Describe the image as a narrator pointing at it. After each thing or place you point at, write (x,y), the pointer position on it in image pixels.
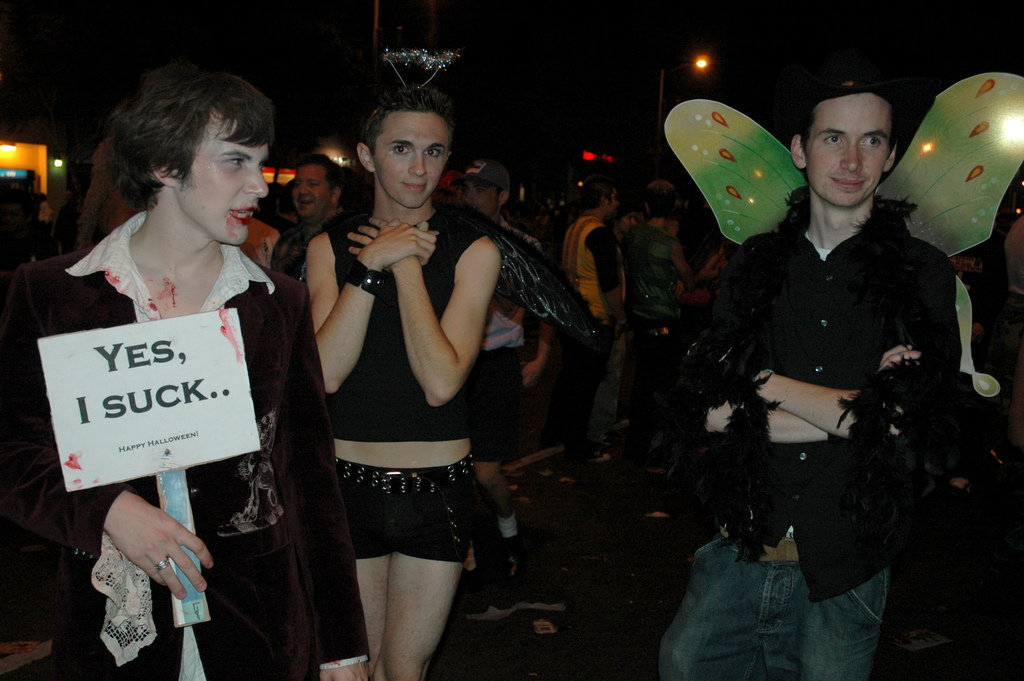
In this image we can see many people (455,394). There is a street light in the image. There is a house (36,167) at the left side of the image (43,156). A person (29,295) is holding a board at the left side of the image (211,295).
